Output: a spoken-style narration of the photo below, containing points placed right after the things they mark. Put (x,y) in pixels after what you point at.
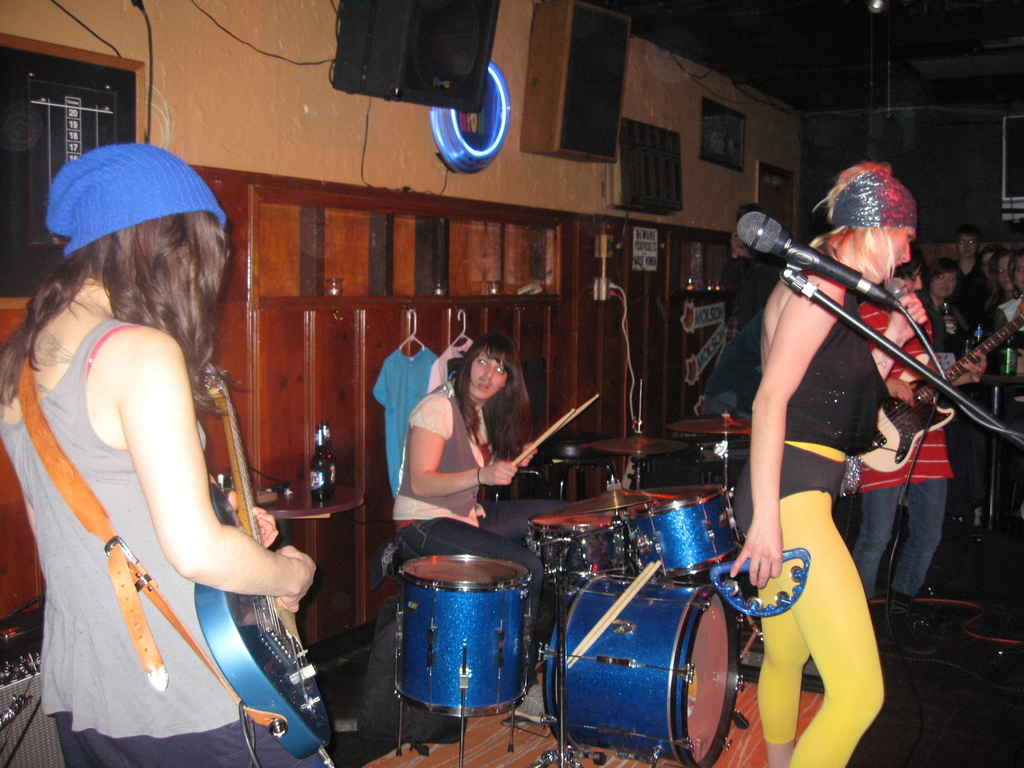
There are group of people (100,327) and these three persons (820,443) are holding musical instrument (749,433) and this person (459,431) playing musical instrument (607,507). On the background (668,102) we can see wall (684,102). This is floor (954,695).
